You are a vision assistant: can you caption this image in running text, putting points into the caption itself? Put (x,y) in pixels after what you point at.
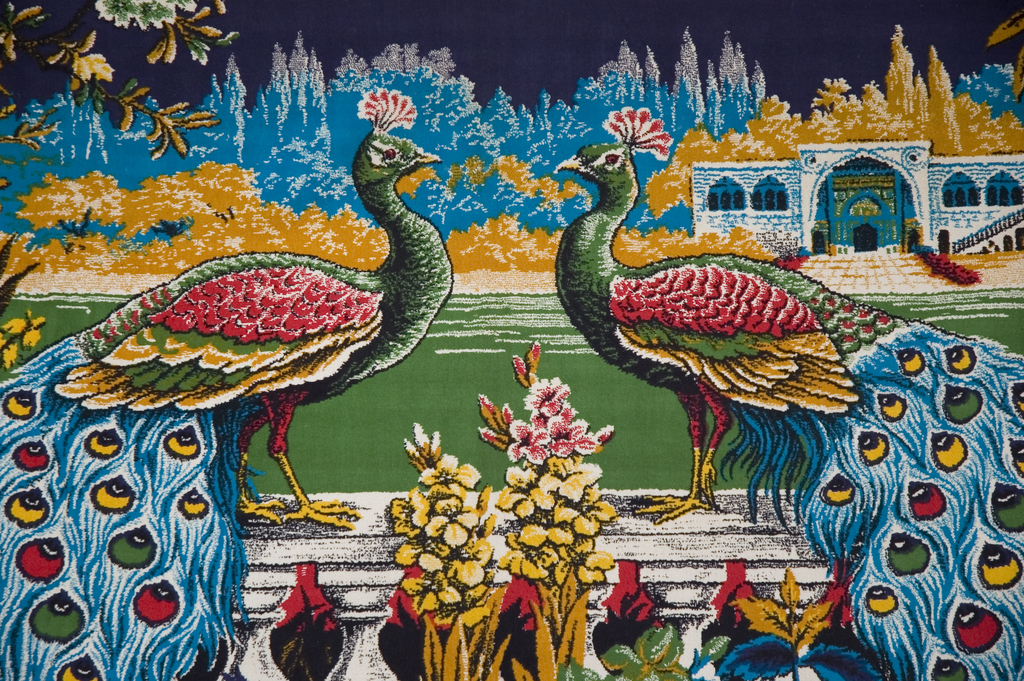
In this picture we can see the painting (579,503) of two peacocks (117,564) standing and we can see the painting (661,605) of flowers (570,521), trees (539,151) and a house (933,194).
